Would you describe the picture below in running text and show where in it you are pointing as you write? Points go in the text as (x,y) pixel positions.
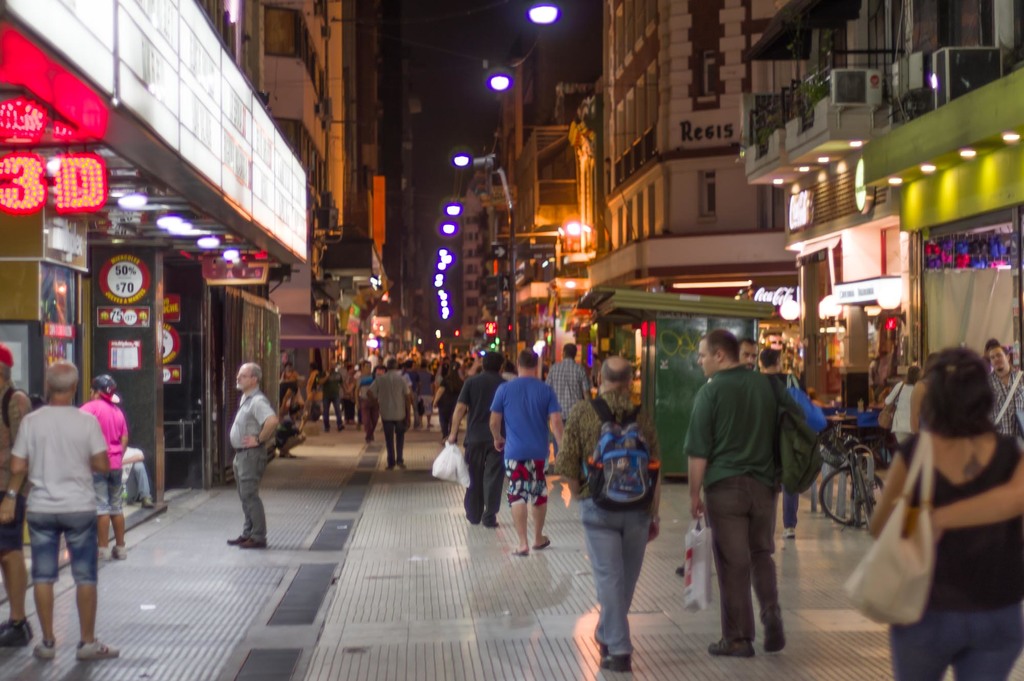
in this image there are some buildings (224,341) at left side of this image (286,263) and right side of this image (796,350) and there are some persons (509,388) are walking from left side of this image (341,390). There is one man (241,488) standing in middle of this image (530,435), and there are three persons (88,471) at left side of this image (47,455). There is a text board (64,186) on top of this image (78,95) is in red color, and there are some lights (535,21) arranged at top of this image (541,9). and there a bicycle (864,484) at right side of this image (853,495). There is a women (941,553) at bottom right corner of the image (939,543) is wearing black color dress (968,487) and white color handbag (901,589), and there is one person (762,493) standing and holding a cover (695,548), and there are AC (855,72) at top right side of this image (871,81).
